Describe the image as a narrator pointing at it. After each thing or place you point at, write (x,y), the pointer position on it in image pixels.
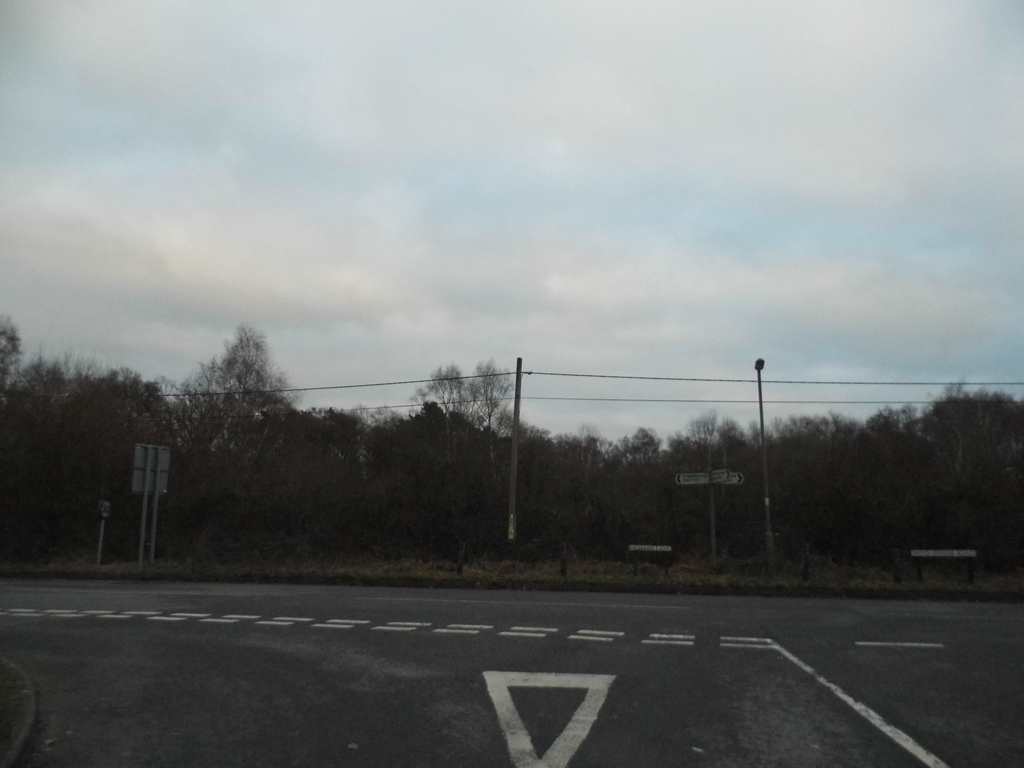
This is the road (483,653). I can see a board (142,482), which is attached to the poles (147,496). These are the trees (628,471). I think this is a current pole (520,383) with the current wires (930,383). I think these are the street signs (642,549). This looks like a street light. Here is the sky (522,165).
